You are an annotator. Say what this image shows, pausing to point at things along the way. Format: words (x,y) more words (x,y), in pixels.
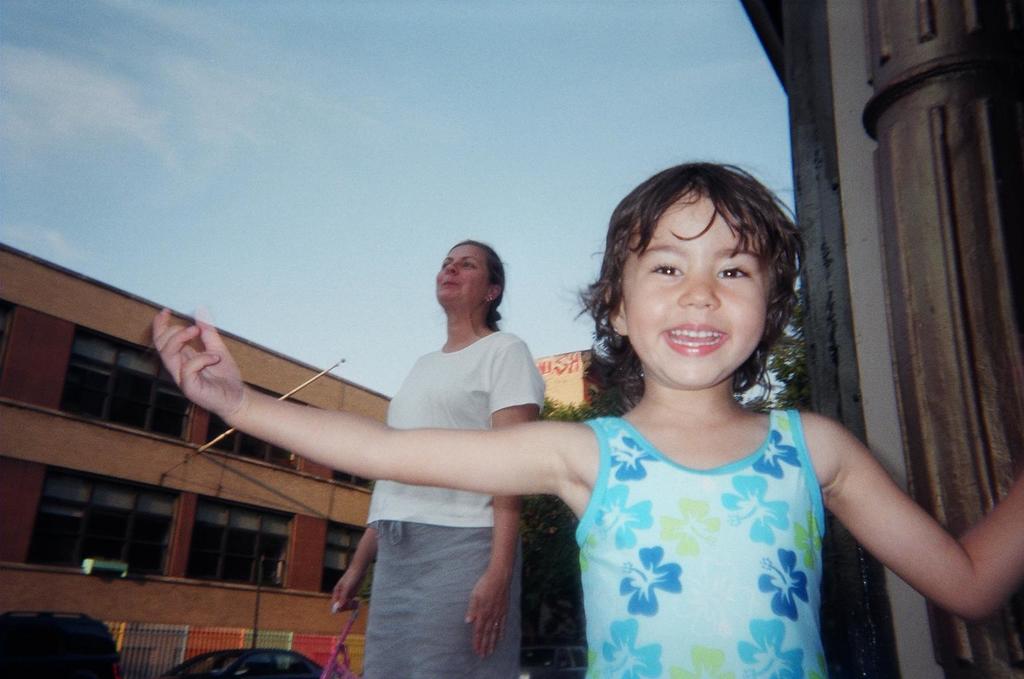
In the image we can see there is a girl (691,464) standing and there is a woman (508,397) standing and holding pink strap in her hand (343,598). Behind there are cars (2,634) parked on the road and there is a building (281,607).
